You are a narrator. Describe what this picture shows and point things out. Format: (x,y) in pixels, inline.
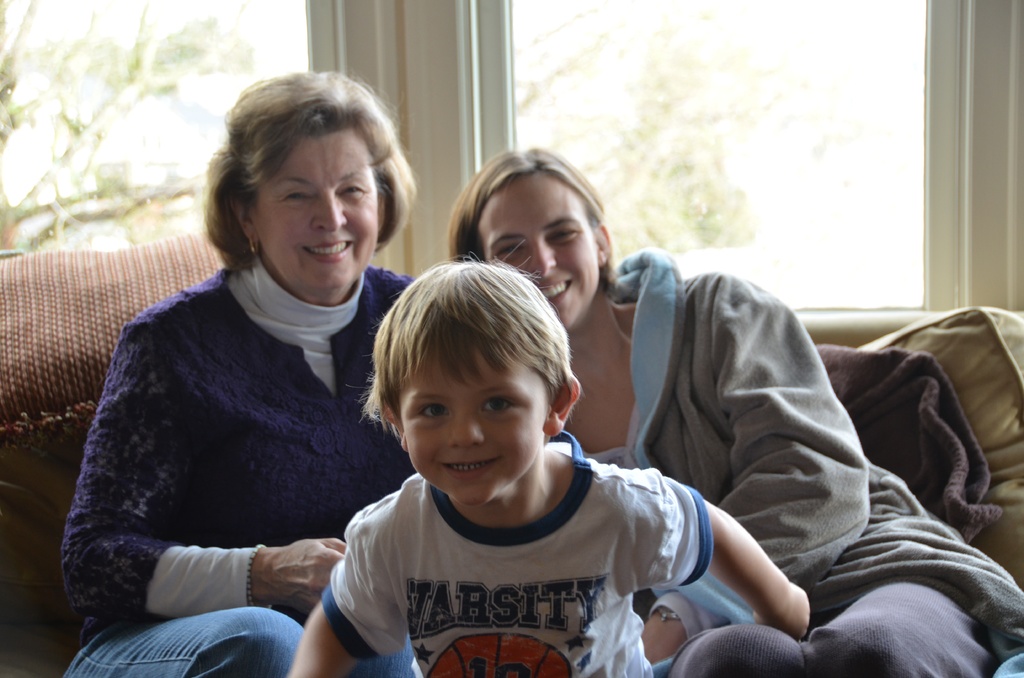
In the picture we can see two women (180,356) and a boy (405,354) are sitting on the sofa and they are smiling and behind them, we can see a wall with two glass windows (556,121) in it and from the glass (34,165) we can see some plants (226,65) outside which are not clearly visible.
